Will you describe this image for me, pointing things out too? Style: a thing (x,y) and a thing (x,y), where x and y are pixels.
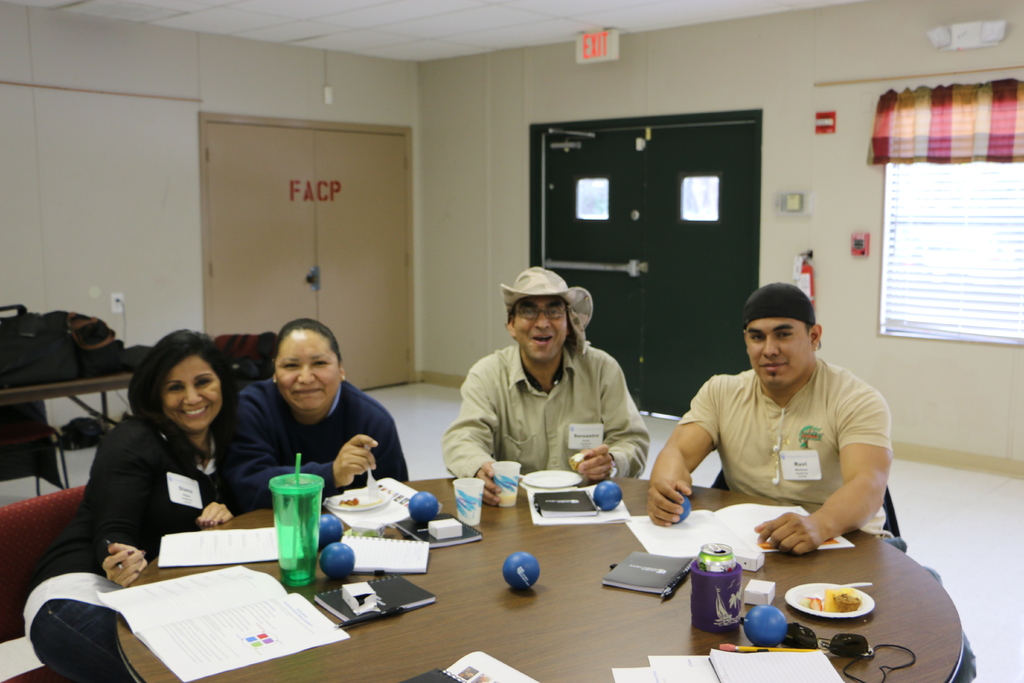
This picture is inside the room (361,200). There are group of people (245,421) sitting around the table (951,628). There are books (197,639), pens (665,599), cups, paper (721,670), plates (867,603) on the table (496,574). At the back (303,144) there are doors (392,249), at the right (895,227) there is a window (933,257) and at the left (31,351) there are bags (89,329) on the table (2,389).
